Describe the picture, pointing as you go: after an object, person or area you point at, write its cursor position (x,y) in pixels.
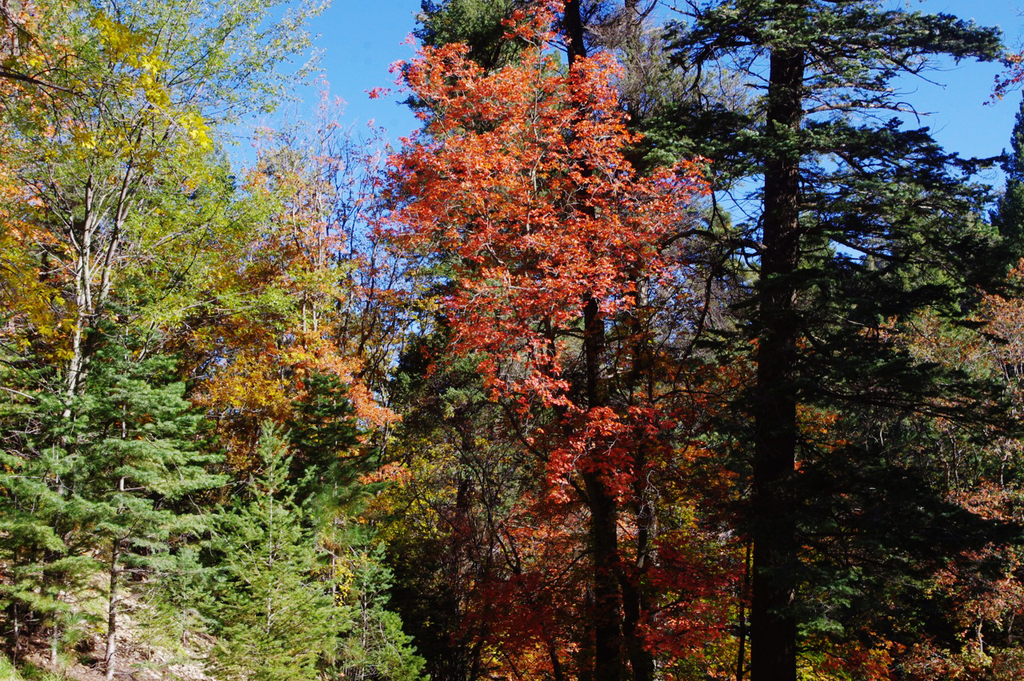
In this picture we can see few trees (424,469).
